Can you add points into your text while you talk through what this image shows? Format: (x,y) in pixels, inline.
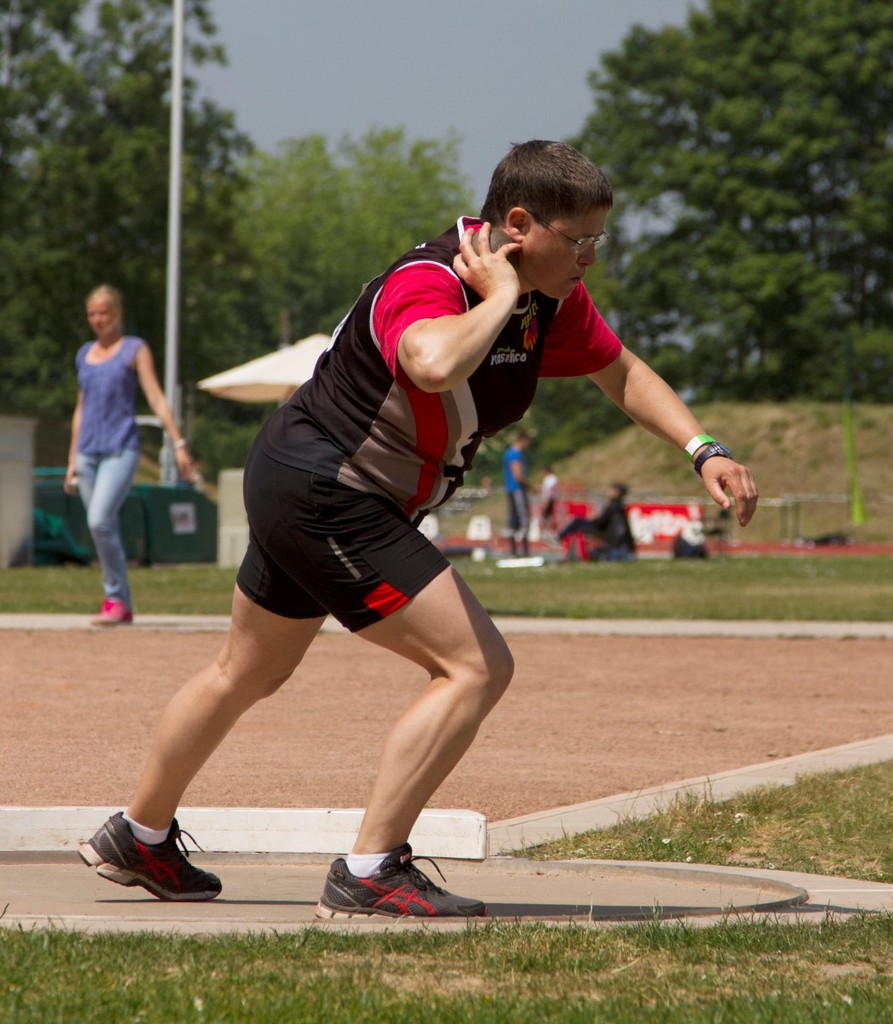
In this image in front (422,339) there is a person (448,390) holding the ball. Behind him there are a few other people (103,305). At the bottom of the image (597,948) there is grass (683,948) on the surface (755,870). In the background of the image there is a pole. There are trees (274,281) and a few other objects (539,562). On top of the image (470,24) there is sky (481,14).
